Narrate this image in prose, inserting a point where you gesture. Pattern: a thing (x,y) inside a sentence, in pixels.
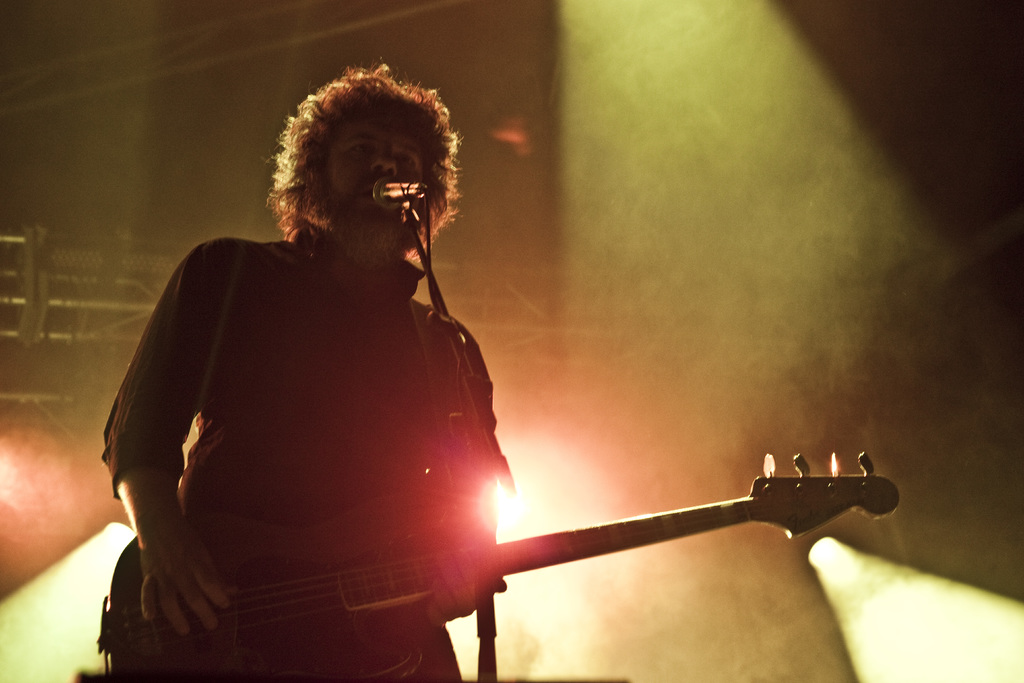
There is a person (312,386) on a stage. He is standing. He is holding a guitar (382,560) at the same time he's playing a guitar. Lights (504,515) are in his back (340,410).
